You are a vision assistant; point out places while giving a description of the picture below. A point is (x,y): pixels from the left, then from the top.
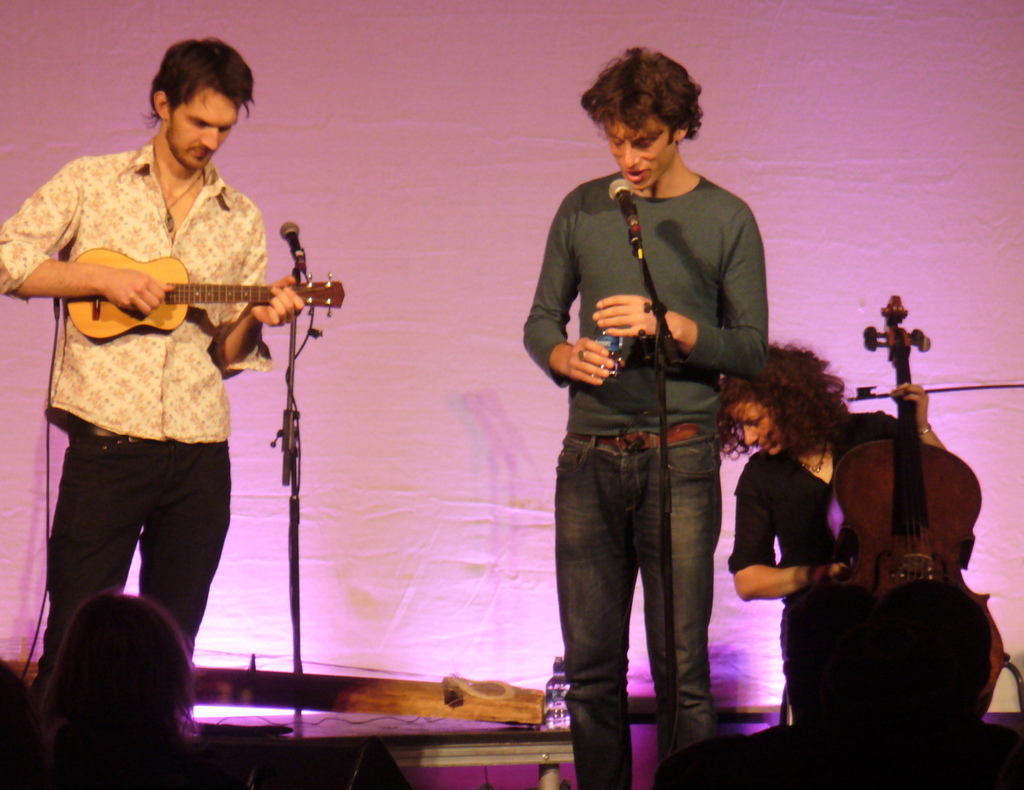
In this picture there are three people (159,505). The man (123,462) to the left corner (114,407) is playing ukulele (170,293). The man (647,369) in the center (663,293) is singing and holding a bottle (604,340) in his hand (591,361). The woman (818,550) to the right corner (828,580) is sitting and playing cello (908,529). In front of them there are microphones (297,251). In the background (435,305) there is a curtain (423,599).
